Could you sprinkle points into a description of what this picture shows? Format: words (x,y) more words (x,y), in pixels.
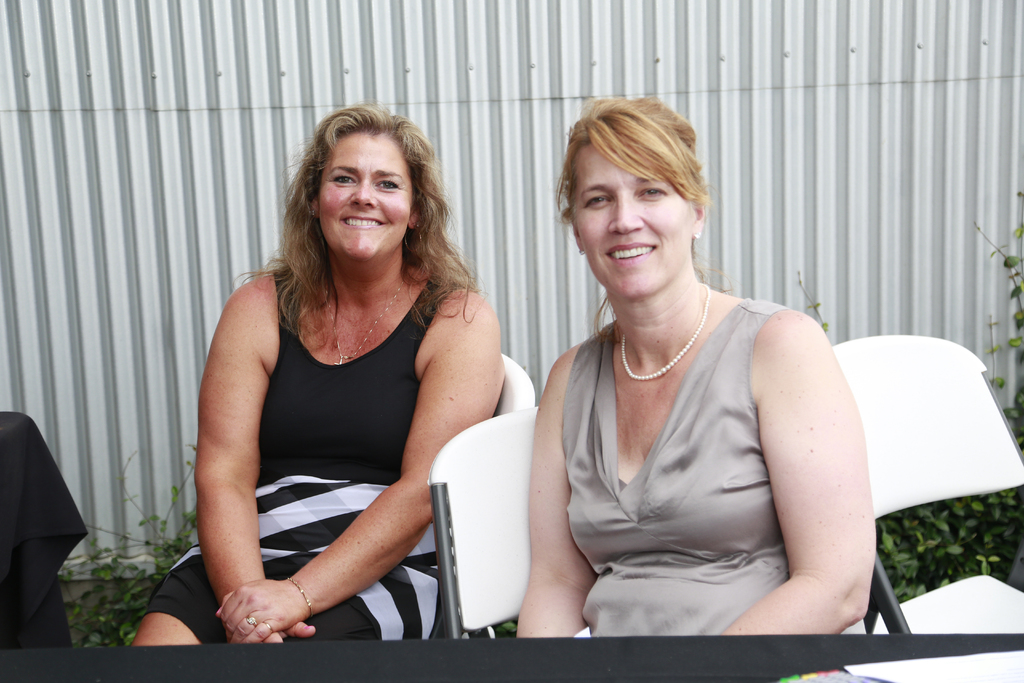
In this picture we can see two women (576,568) sitting on chairs (882,445) and smiling, plants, cloth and in the background (269,136) we can see the wall (244,139).
